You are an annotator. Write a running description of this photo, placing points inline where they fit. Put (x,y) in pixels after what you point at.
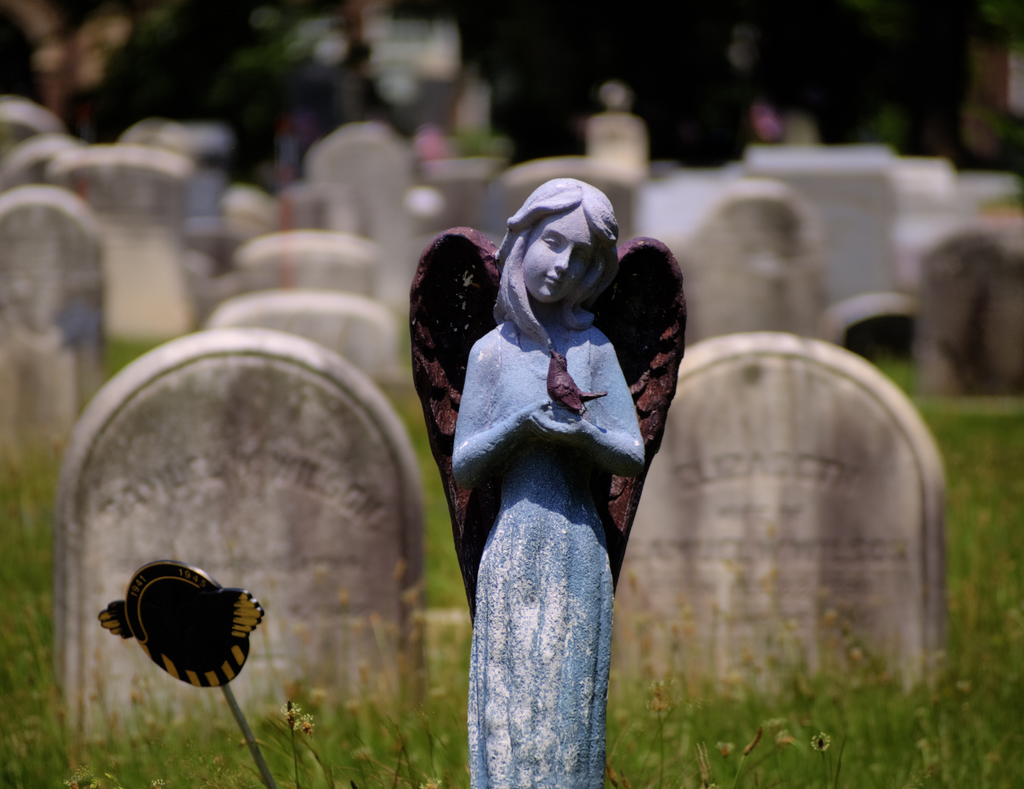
In this image I can see a statue of a woman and grass (245,771). I can also see tombstones (59,261) in the background (464,186).
